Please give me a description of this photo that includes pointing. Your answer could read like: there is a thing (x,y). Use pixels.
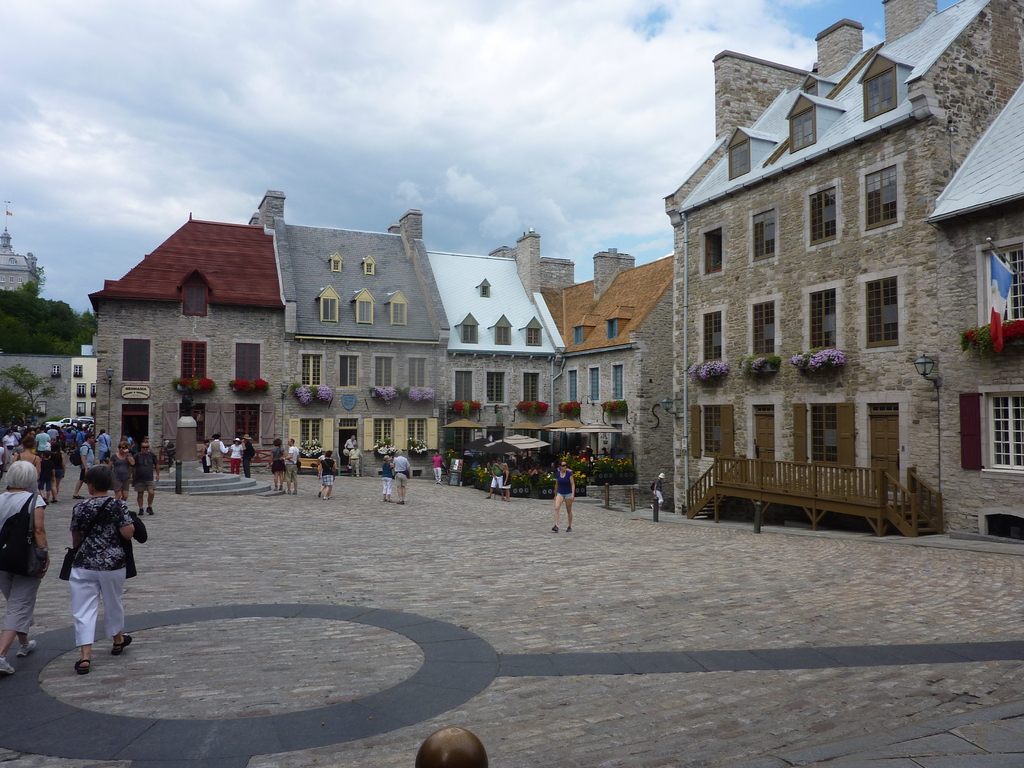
In this given picture there are buildings (274,346) with number of windows (772,336). And there are some people (233,459) walking in front of these buildings (737,334). There is an open space (349,591) here. There are some trees (55,326) behind the building (277,328) on the left side (48,329). And there are clouds (173,131) all over the sky (419,146) in the background (358,166).
